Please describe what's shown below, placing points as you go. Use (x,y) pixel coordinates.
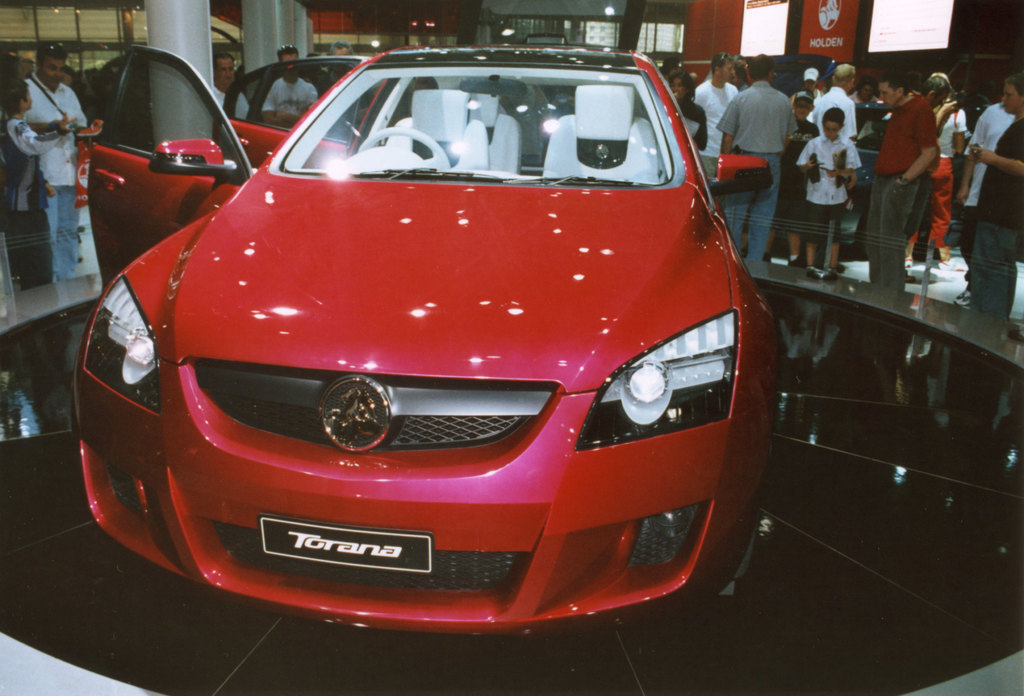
The red car (491,155) is highlighted in this picture. People (828,108) are surrounded around this red car (498,266). In this car seat (441,112) and steering (393,132) are in white color. Far there are four pillar (287,13) which are in white color. There are 3 banners (822,38) white red and white. People (881,147) are staring at this red car (335,176).
